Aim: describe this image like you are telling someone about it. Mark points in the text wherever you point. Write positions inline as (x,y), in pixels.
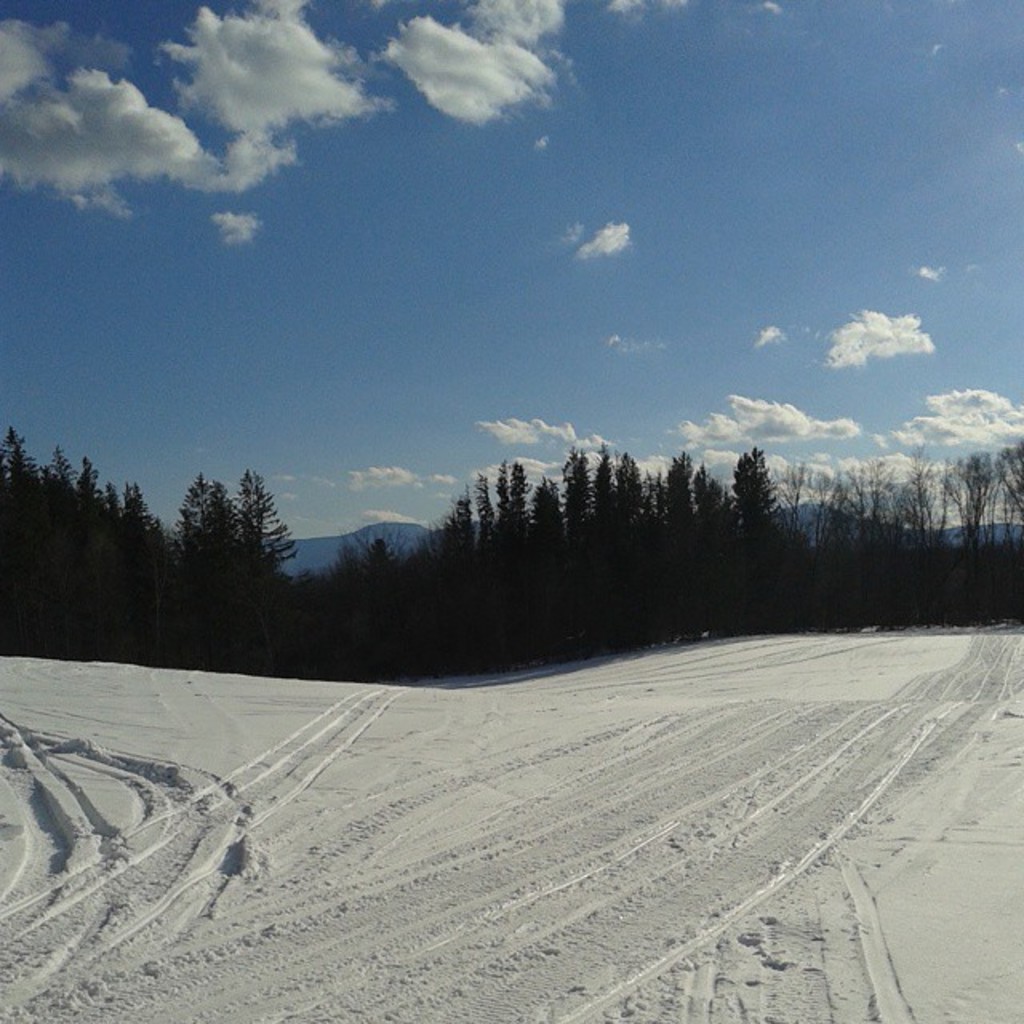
This image is taken outdoors. At the top of the image (210,240) there is a sky (296,305) with clouds (145,164). At the bottom of the image (591,952) there is a ground (505,912) covered with snow (248,747). In the middle of the image (523,612) there are many trees (697,579) and plants (940,535).
